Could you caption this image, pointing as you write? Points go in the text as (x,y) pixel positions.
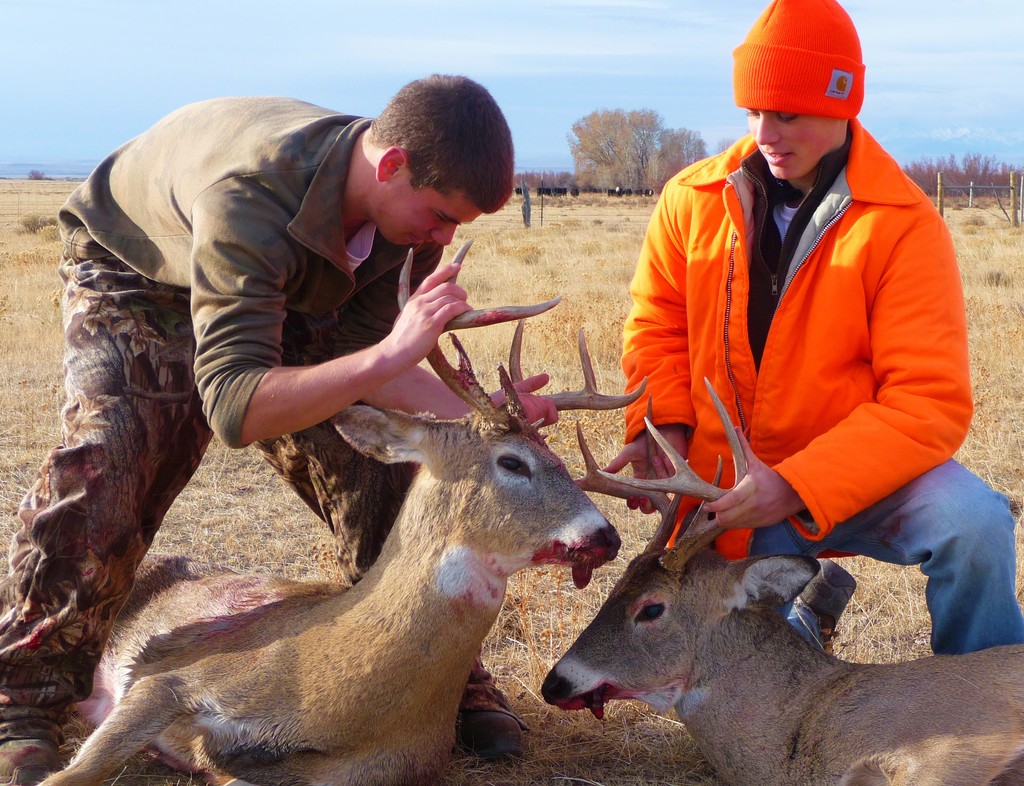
In this image we can see two persons (189,440) holding animals (372,449). Behind the animals (457,328) we can see the grass (549,247). In the background (616,191), we can see a group of animals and trees (589,167). At the top (534,75) we can see the sky (507,67).
